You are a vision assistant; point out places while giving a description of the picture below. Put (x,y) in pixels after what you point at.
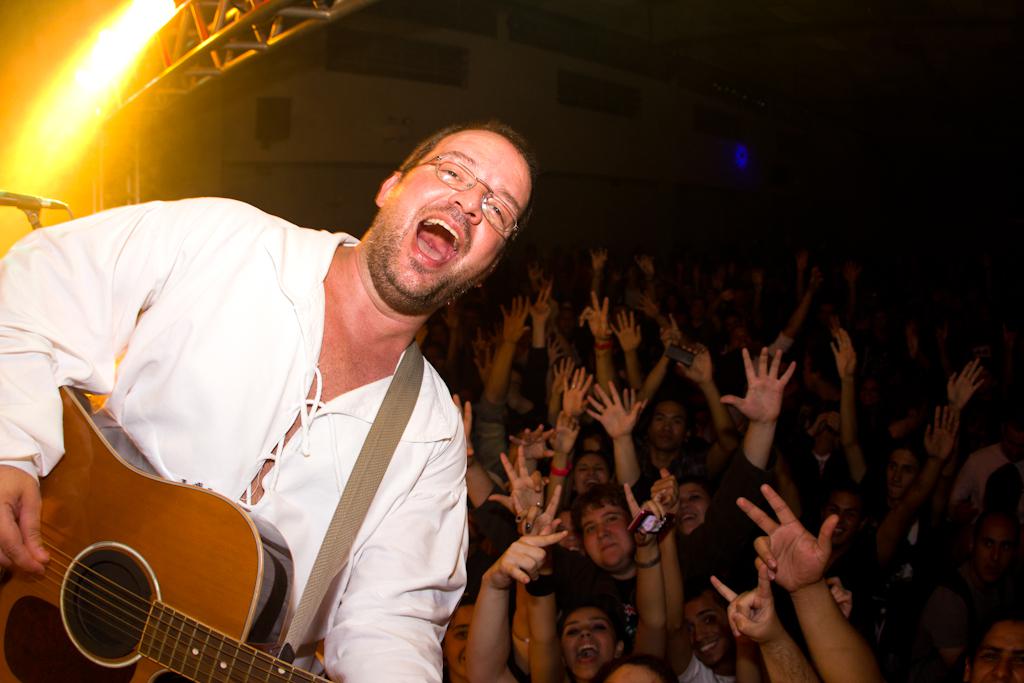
In this image I can see the group of people (522,433) among them the person (320,402) on the left side (250,416) is playing a guitar (176,487) and smiling.
